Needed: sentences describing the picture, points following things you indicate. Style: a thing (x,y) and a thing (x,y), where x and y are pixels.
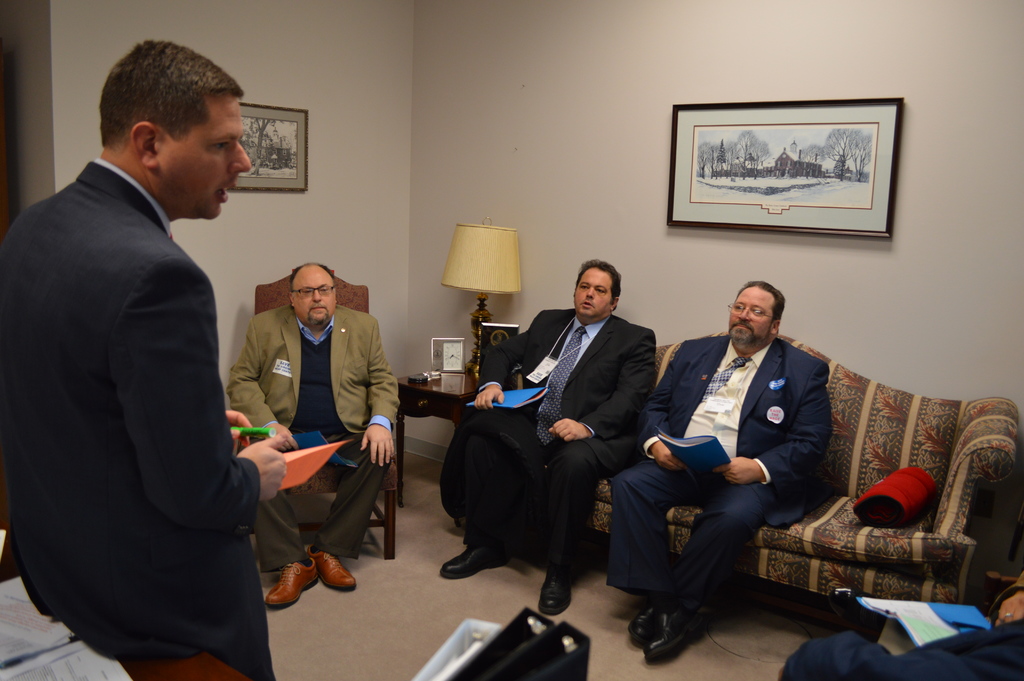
In this image we can see five people (624,447). There are two persons (572,470) sitting on a couch (612,487). A man (387,412) is sitting on a chair (345,295). There are two photo frames (718,171) on a wall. A man (166,425) is standing and speaking to the sitting persons (323,399). There is a lamp (500,257) and the few other objects (487,330) placed on the table (423,387). An object (890,498) is placed on the couch (838,508) beside a person (698,545).
